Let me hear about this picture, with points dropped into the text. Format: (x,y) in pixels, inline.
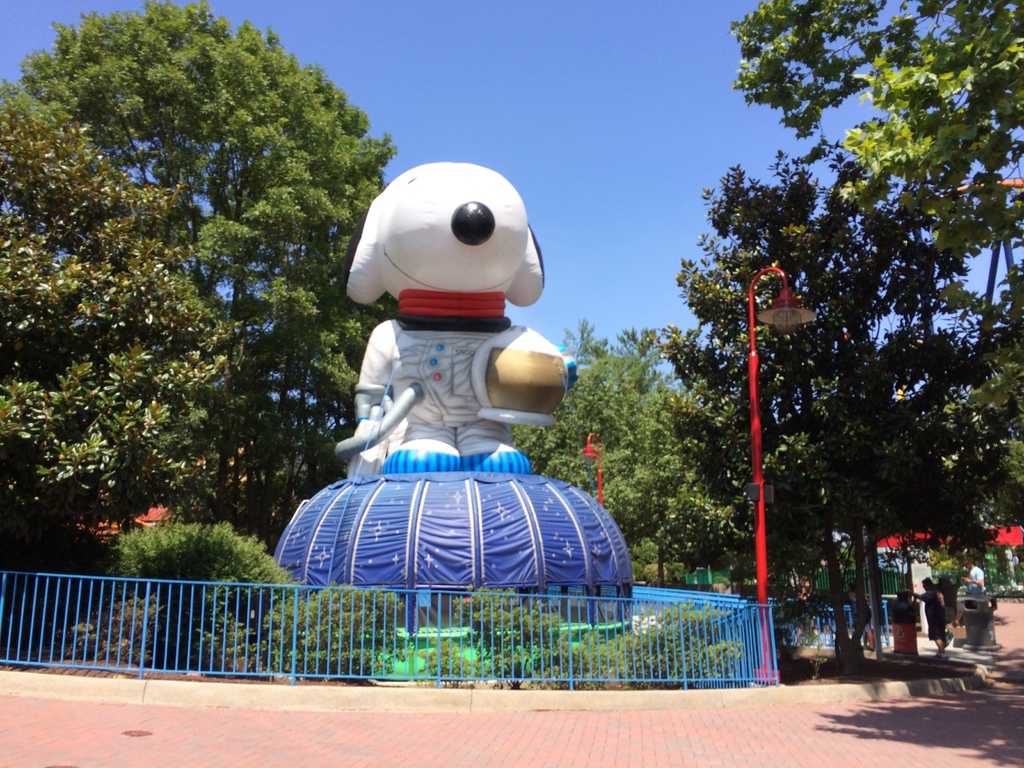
In the image there is an inflatable dog costume (424,439), around that there are plants (181,548), fencing (753,641), a path (507,725) and trees (783,505). On the right side (788,325) there is a light (782,310) fixed to the pole (786,281), beside that there are few people (934,613).
